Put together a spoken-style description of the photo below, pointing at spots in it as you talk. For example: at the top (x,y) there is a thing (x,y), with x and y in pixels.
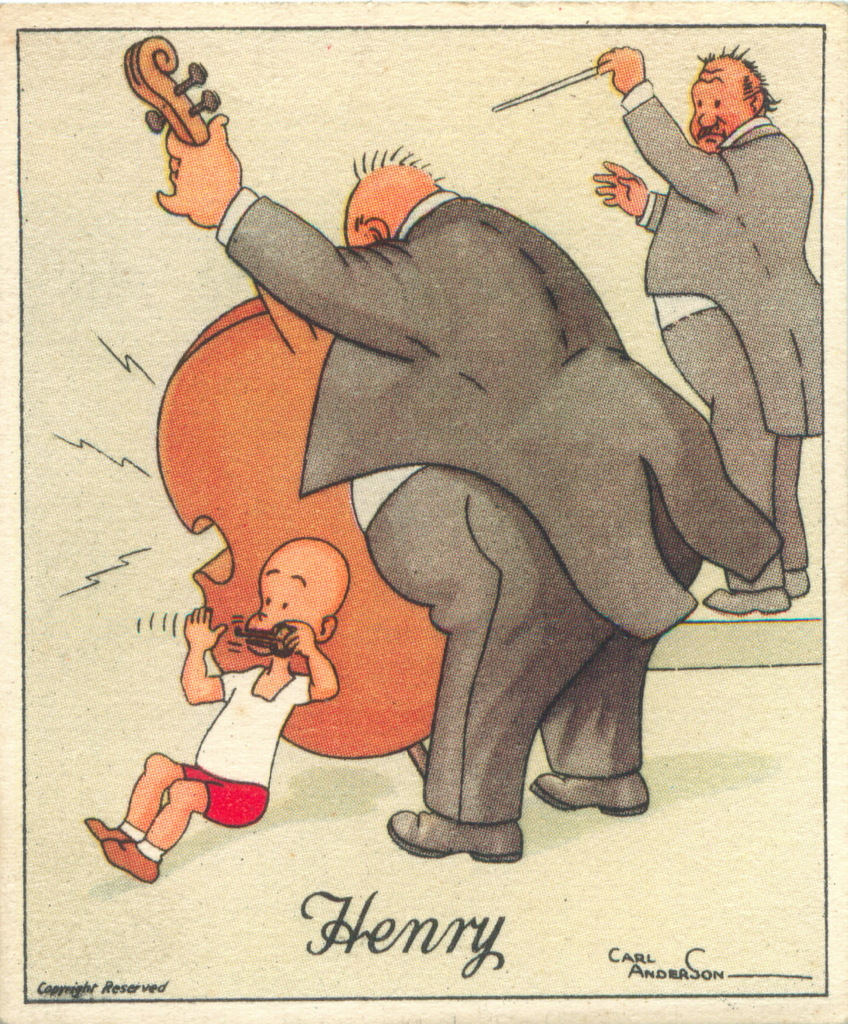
This is a cartoon image. In the center of the image (439,500) we can see a man (399,473) is standing and holding a double bass (353,630). On the right side of the image (647,148) we can see a man (769,188) is standing and holding an object (492,109). At the bottom of the image (233,812) we can see a boy (259,812) is sitting on the floor (314,770) and holding an object (262,642) and also we can see the text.
